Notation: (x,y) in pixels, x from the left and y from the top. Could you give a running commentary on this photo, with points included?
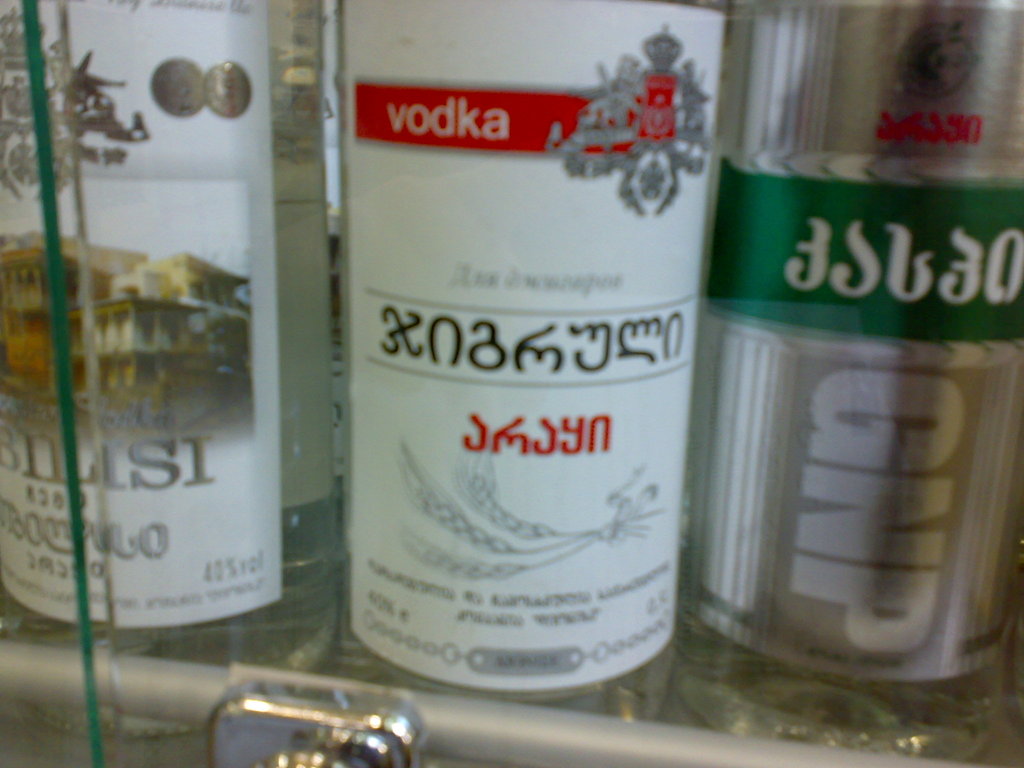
In the image we can see there are vodka bottles (625,356) which are kept in the shelf (26,674) and on the vodka bottle (546,305) its written "Vodka".
